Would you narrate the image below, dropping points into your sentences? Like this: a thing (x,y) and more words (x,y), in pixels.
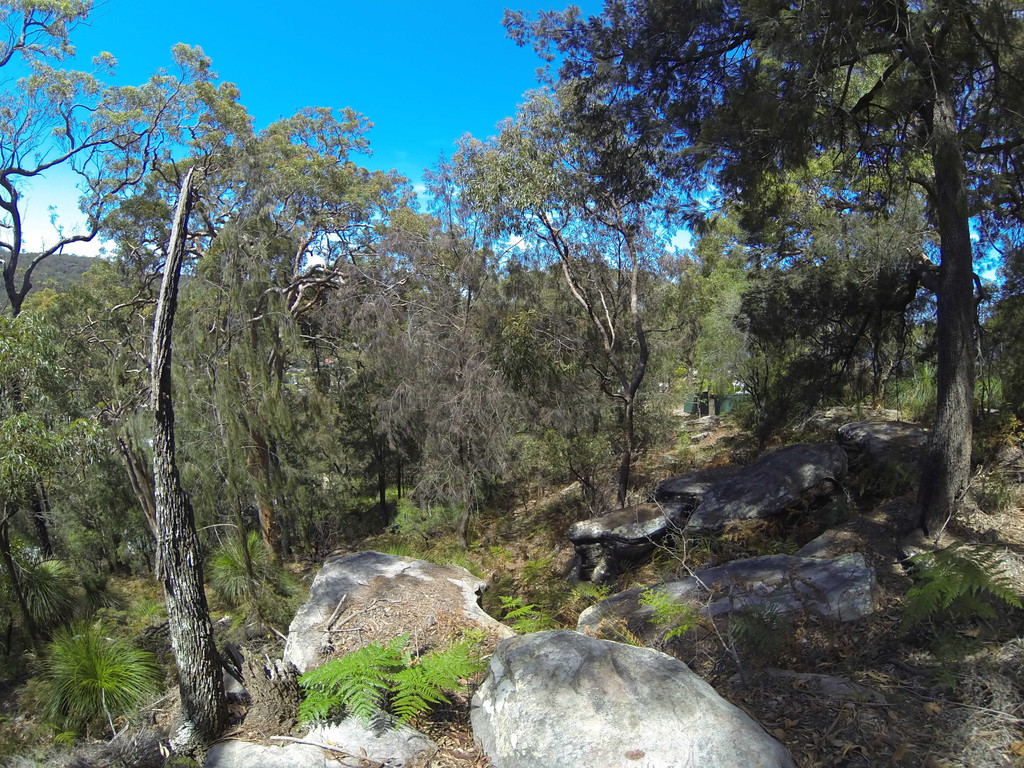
There are few rocks (662,493) and trees (609,352) and the sky (374,64) is blue in color.
